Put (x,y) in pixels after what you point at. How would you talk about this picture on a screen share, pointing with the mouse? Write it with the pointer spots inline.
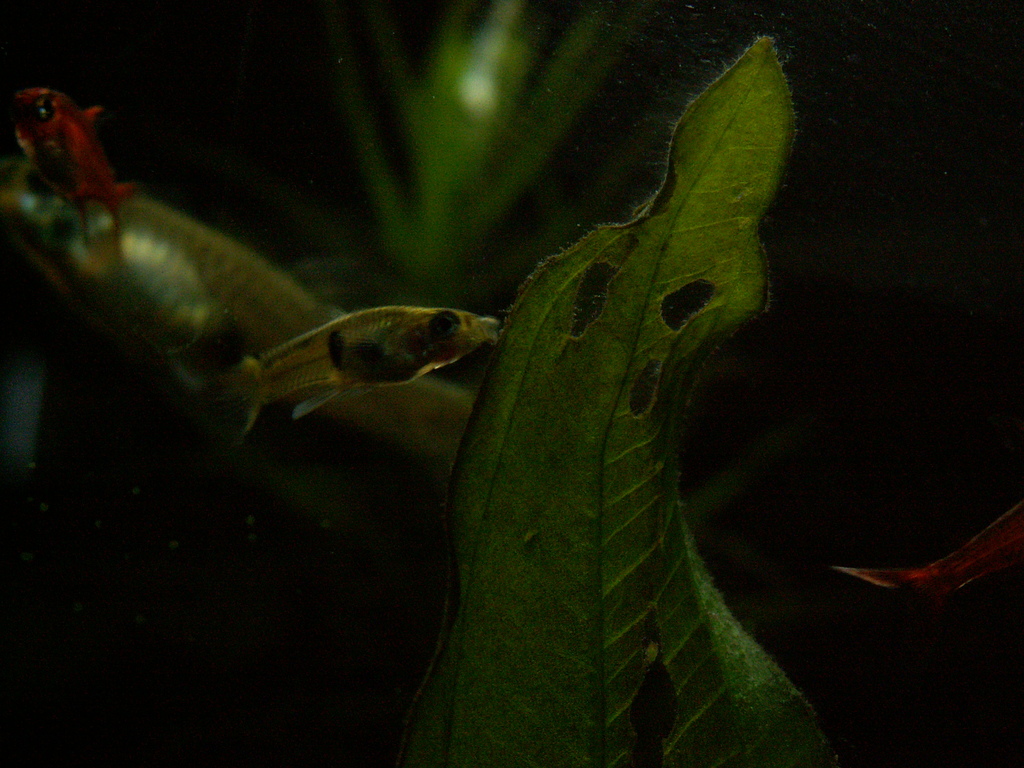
In the picture I can see a fish (186,258) and a leaf (559,563). The background of the image (416,589) is dark.
